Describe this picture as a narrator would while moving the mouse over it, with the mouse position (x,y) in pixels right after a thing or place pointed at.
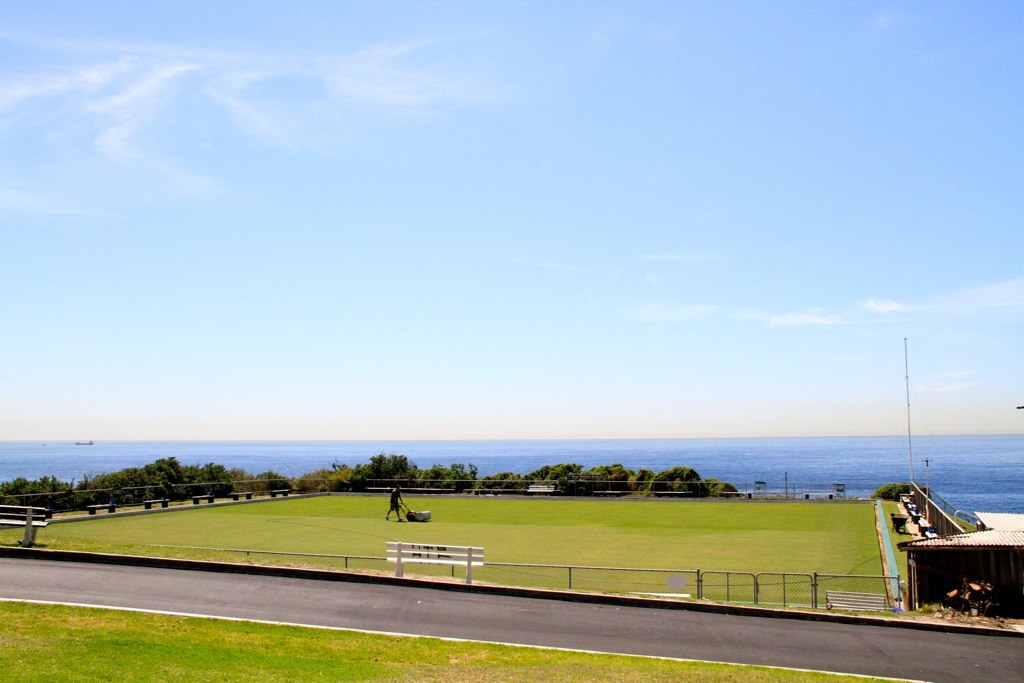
In this image we can see a road (410,592). On the sides there's grass (377,539) on the ground (164,668). Also there are benches (448,547) and railings (686,587). And we can see a person (393,502) holding a lawn mower (416,515). In the back (334,476) there are trees (556,468). Also there is water (734,450) and sky (541,208) with clouds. On the right side (959,564) there is a shed (1006,547), railings (936,515) and few objects (920,516).
